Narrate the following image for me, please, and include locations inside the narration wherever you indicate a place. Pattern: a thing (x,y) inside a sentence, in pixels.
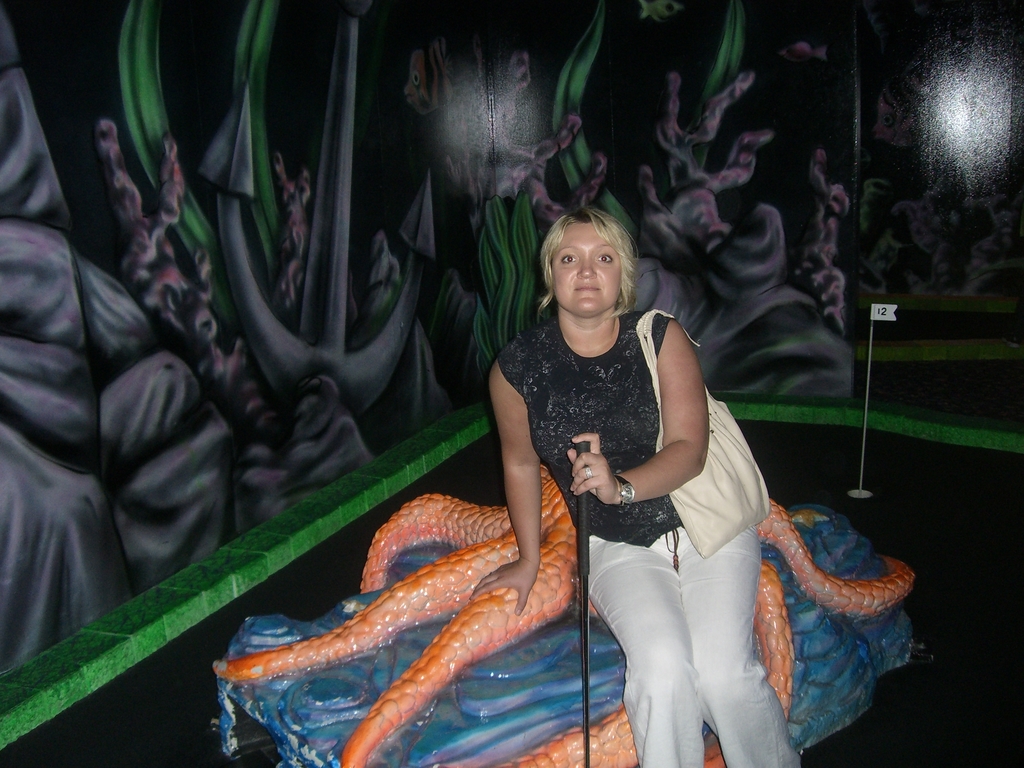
In this picture we can see a woman (542,401) carrying a bag (722,537), holding a stick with her hand (596,472), sitting on a statue (428,671) and not smiling. In the background (677,311) we can see painting (516,100) on the wall (884,260) and a pole (873,324) with a flag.
